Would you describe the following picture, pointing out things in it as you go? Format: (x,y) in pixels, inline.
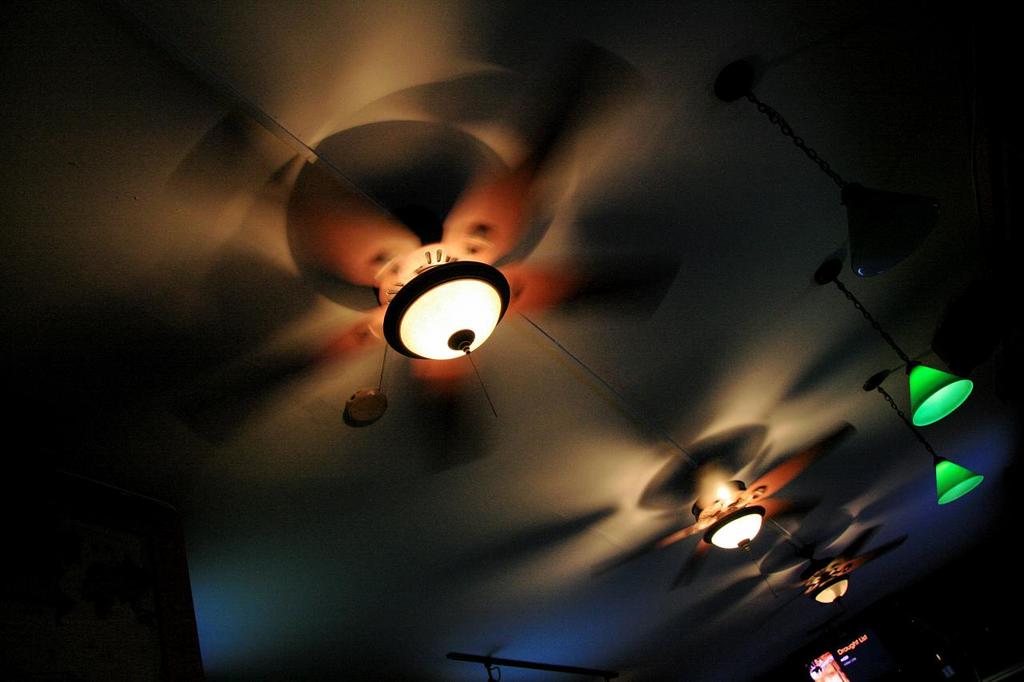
In this image there are fans (715,499) at the top (453,206). There is a light (439,326) in between the fans (728,497). Beside the fans (723,509) there are lights (900,355) which are hanged to the roof (771,155).
